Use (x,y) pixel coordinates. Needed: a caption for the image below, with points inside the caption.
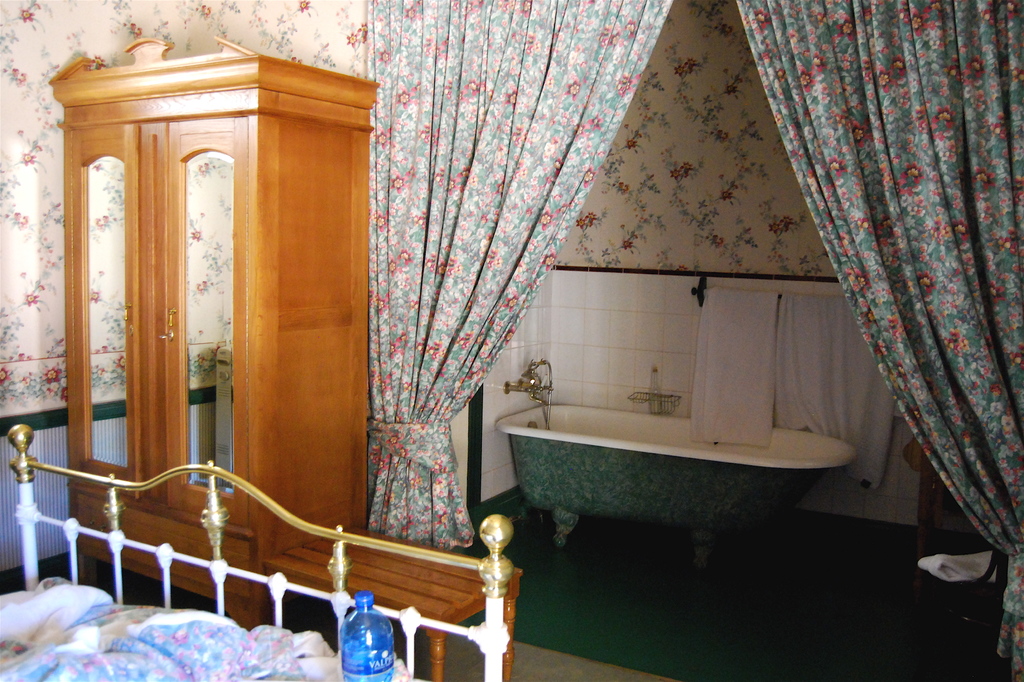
In the image on the left side (147,381), we can see one bed (261,501), cupboard (343,505) and mirrors (228,262). On the bed (214,519), we can see blankets (270,645) and one water bottle (377,629). In the background (697,259) there is a wall (674,156), curtains (377,243), one hanger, towels (806,326), one bathtub (764,491), taps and a few other objects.
